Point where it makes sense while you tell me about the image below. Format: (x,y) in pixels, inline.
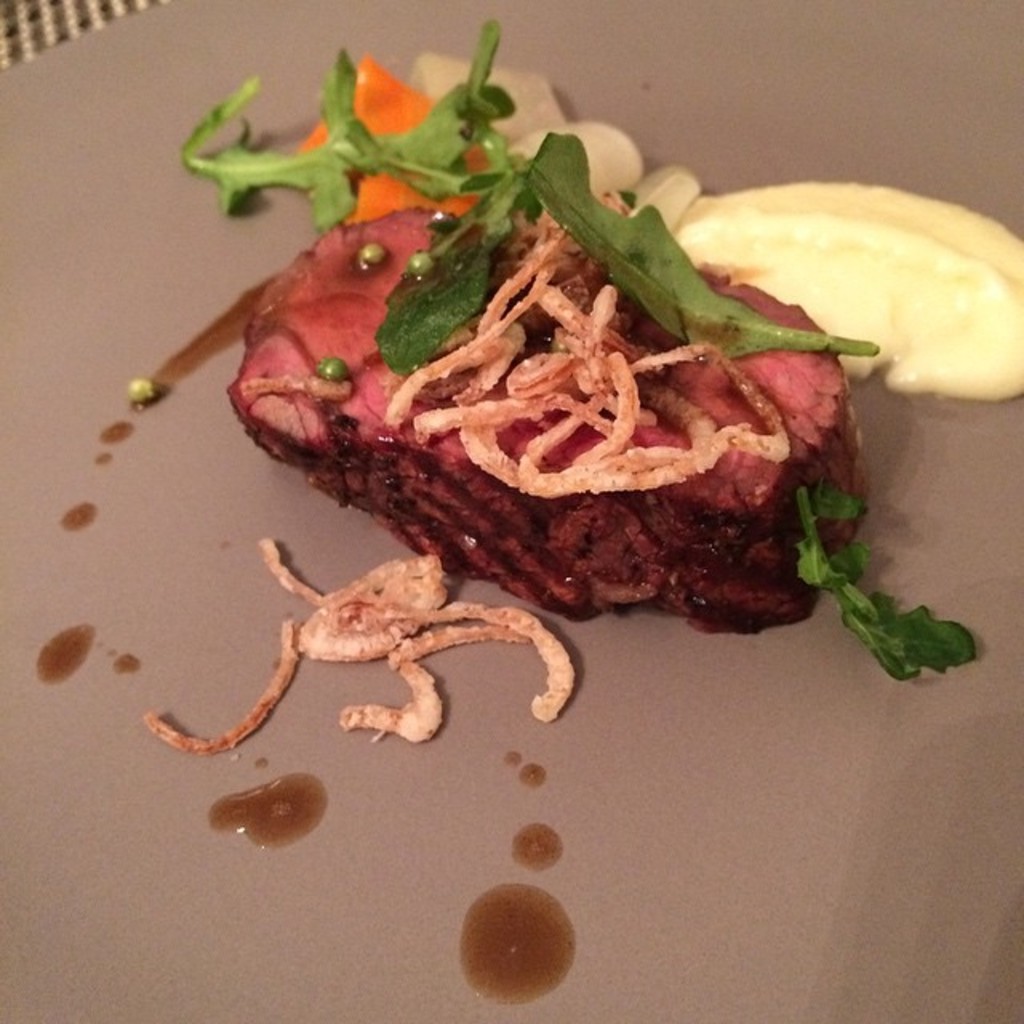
In this image, we can see some food (336,469) on the plate (716,780).
